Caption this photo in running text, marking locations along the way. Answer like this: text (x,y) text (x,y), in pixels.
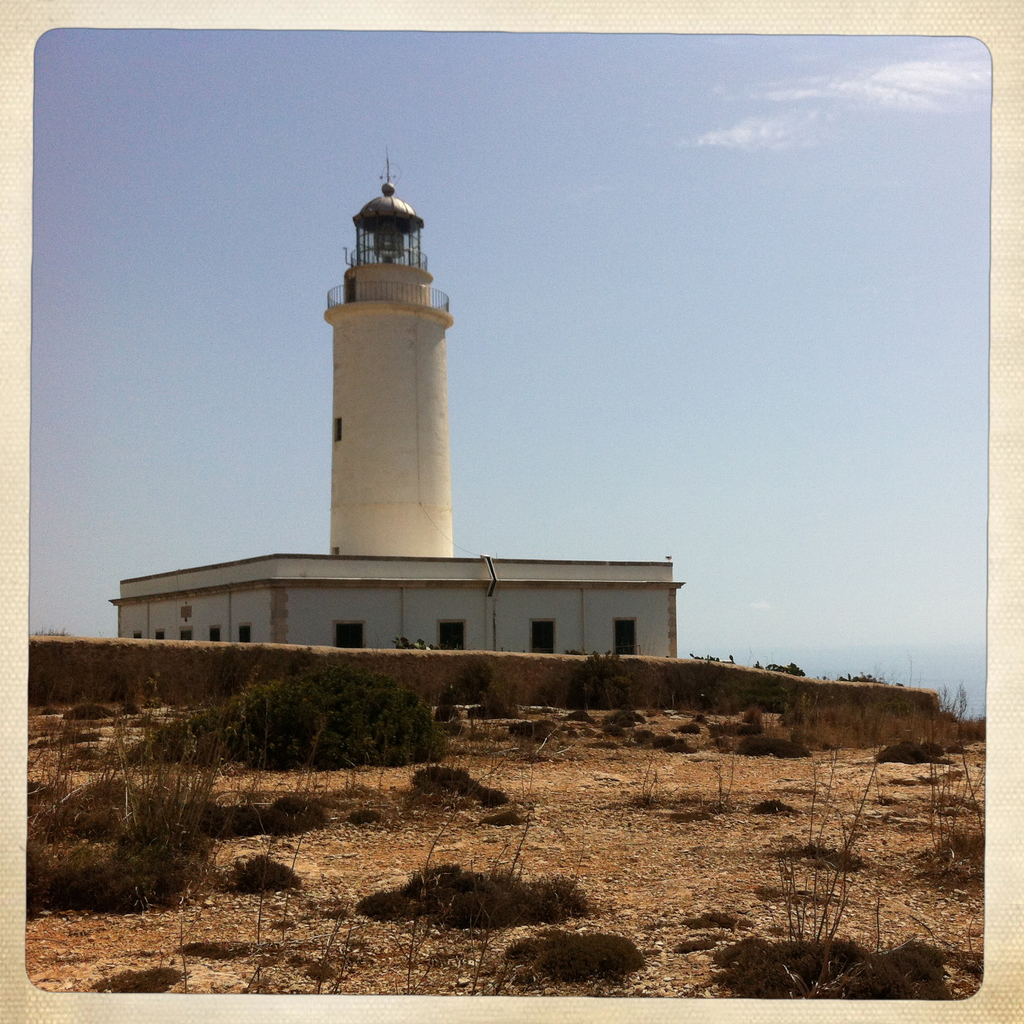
In this image we can see the light house (419,500), building (609,576), plants (377,732), grass (147,826), wall (556,684) and also the soil (599,823). In the background (305,421) we can see the sky (804,251) and the image has borders (447,15).
